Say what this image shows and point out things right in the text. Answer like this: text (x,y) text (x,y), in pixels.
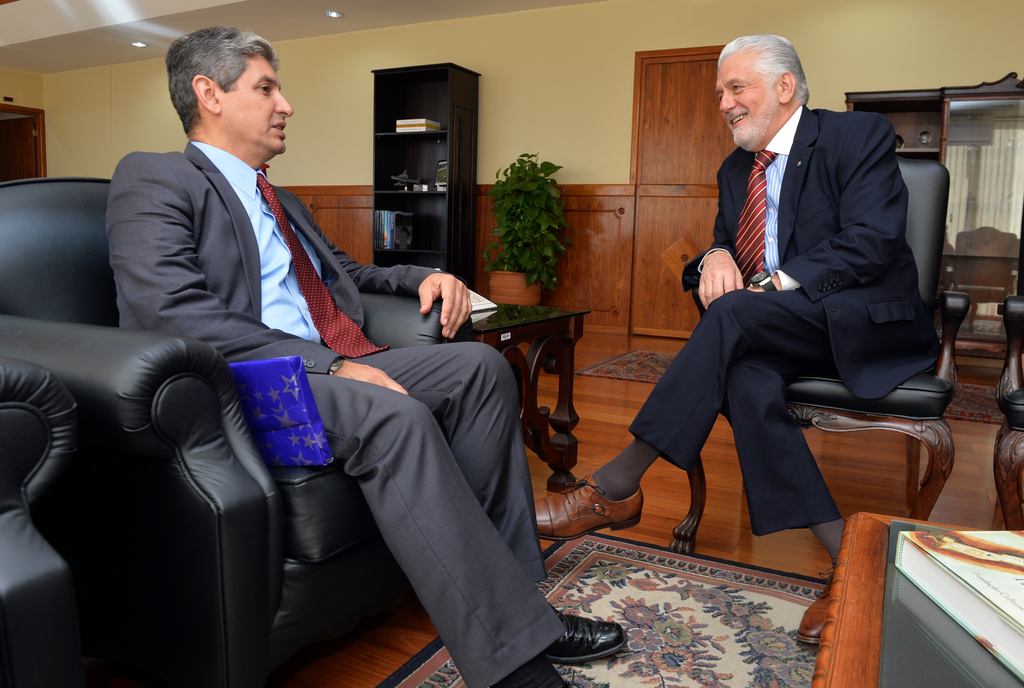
In this image we can see two persons (500,474). On the right (779,446) the man (879,380) is sitting on the chair (874,415) on the other side he sitting on the couch (395,310). We can see a book-rack (431,202), flower pot (531,242), table (536,318) and a floor mat (648,572). We can see the door (30,150) and light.
